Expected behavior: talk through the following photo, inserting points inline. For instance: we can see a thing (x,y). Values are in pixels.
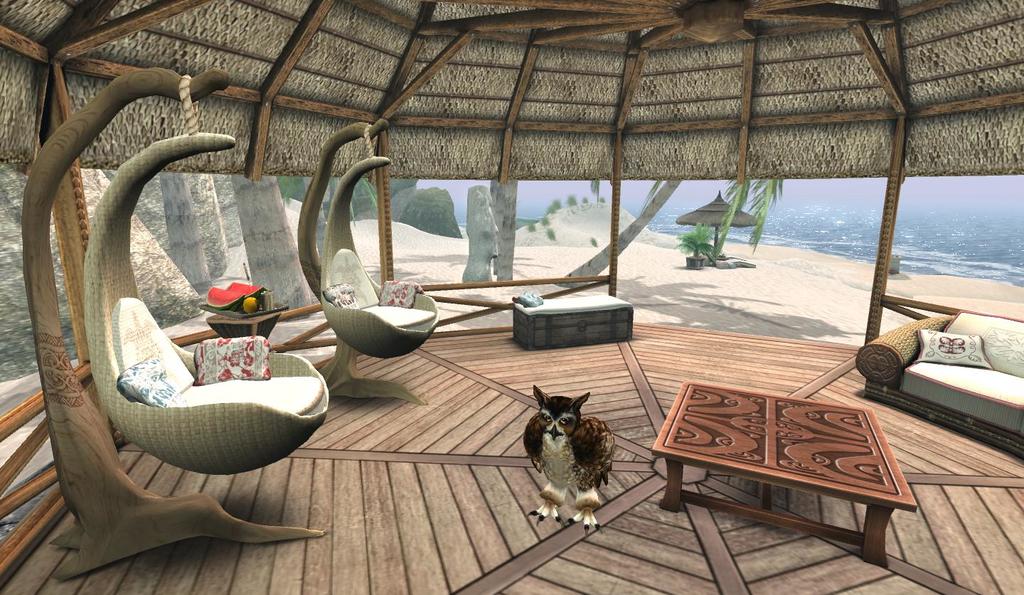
In the foreground of this animated image, on the left (239,376), there are hanging (175,446) chairs and fruits (244,298) on the table (252,329). In the middle (576,396), there is a table (742,443) and the owl (585,469). On the right (973,356), there is a sofa (989,370). On the top (644,50), there is inside view of a shelter (747,82). In the background (654,307), there is a seat (562,318), few trees (729,223), rocks (456,231), sand (811,285), an umbrella (712,218), plant (704,233) and the water (815,228).
